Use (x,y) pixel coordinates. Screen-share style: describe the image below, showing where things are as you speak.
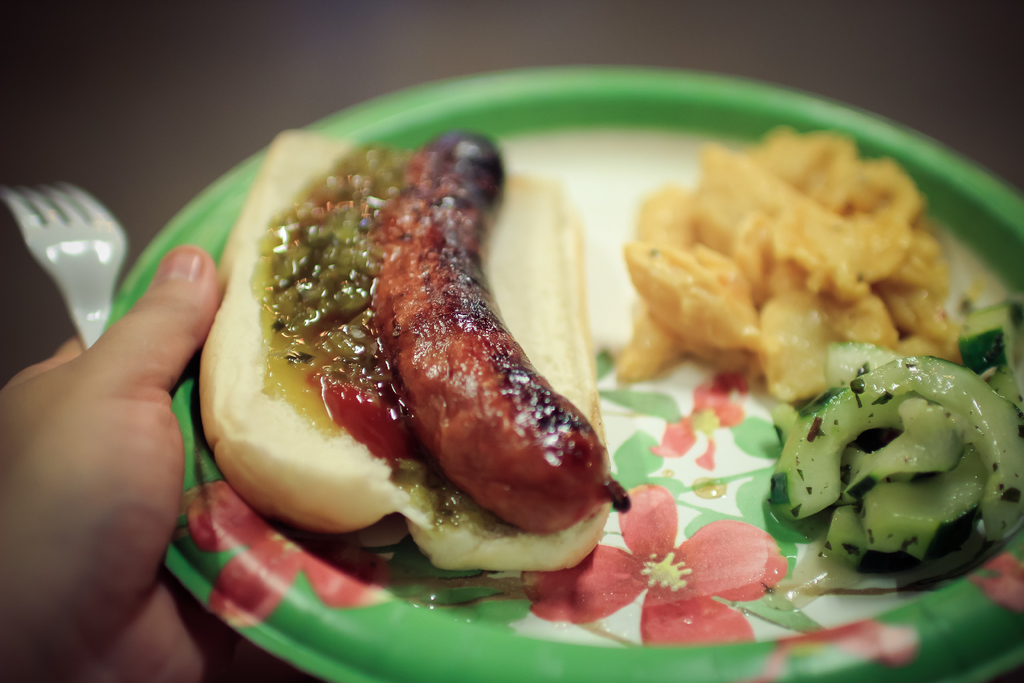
In this image there is a plate (205,445) and fork (68,281) holding by a hand (5,422) in that plate (744,132) there is food item (732,265).
